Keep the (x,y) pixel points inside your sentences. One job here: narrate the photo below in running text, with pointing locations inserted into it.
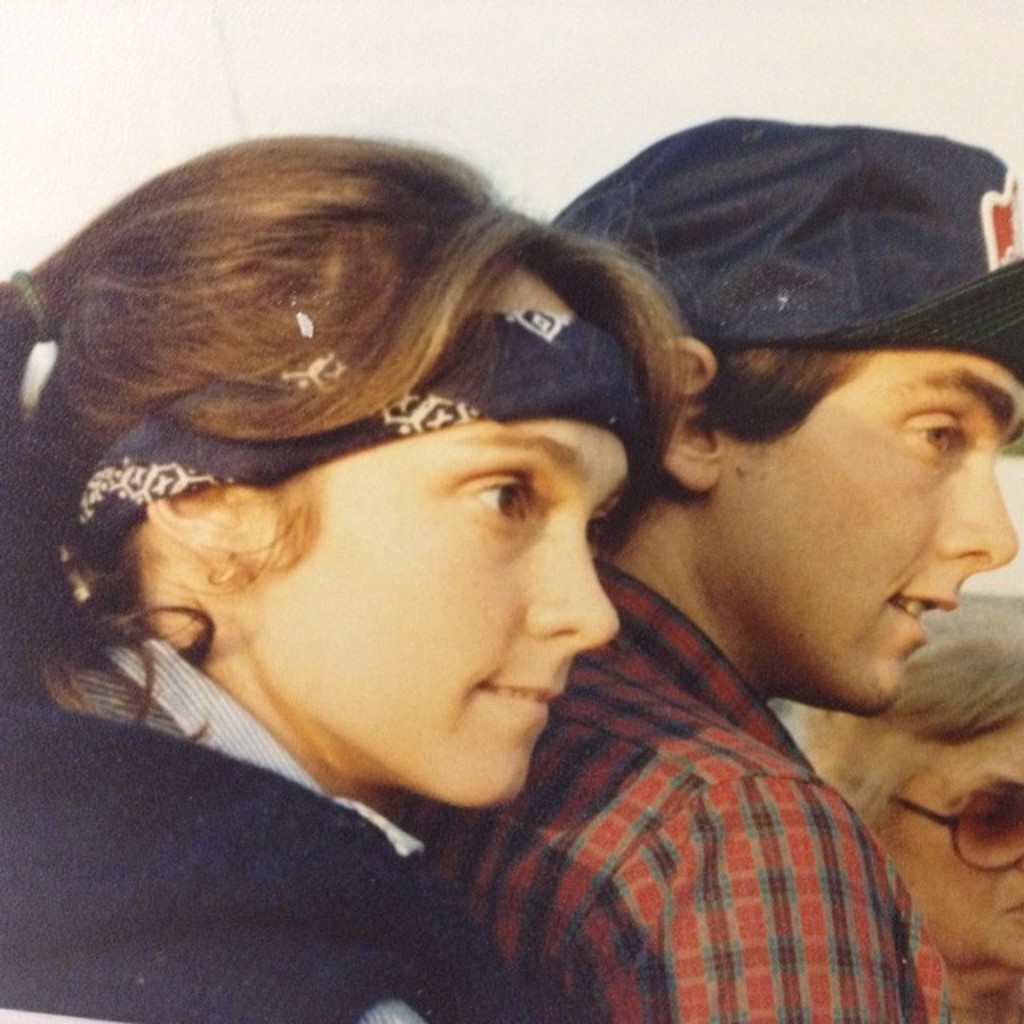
In this image there is a women (166,820) wearing a black color dress (241,863) and wearing a headband (353,440), and the person (763,390) standing in the middle (679,662) is wearing a cap (877,292) and there is one another person (935,801) on the right side of this image (968,791).
